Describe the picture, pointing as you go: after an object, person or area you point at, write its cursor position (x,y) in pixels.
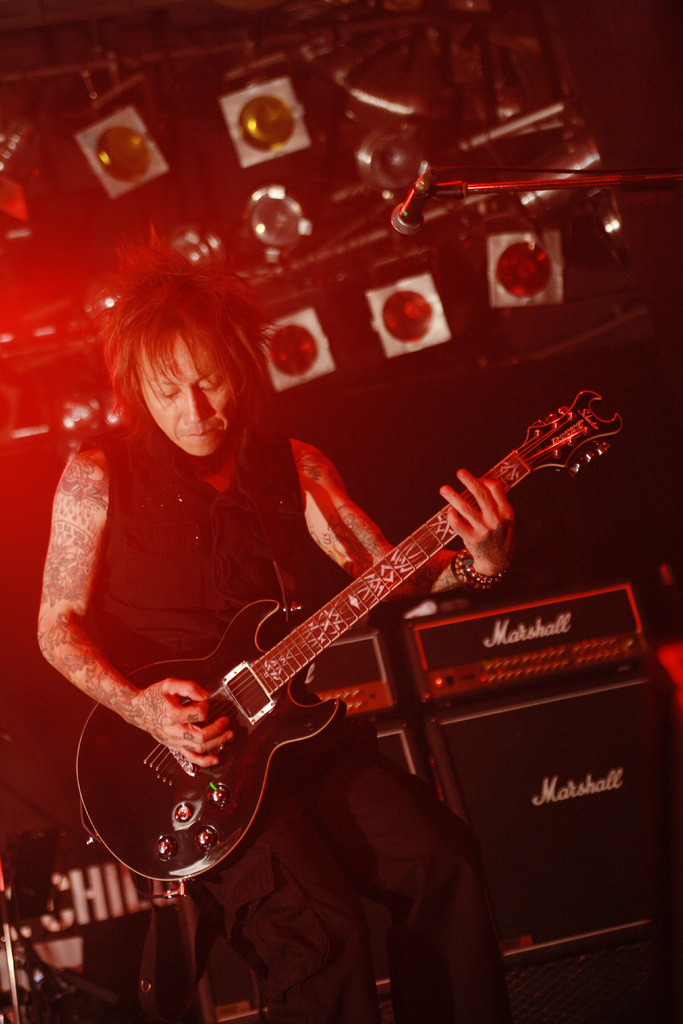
In this image, there is a person (245,511) in front of speakers (560,715) wearing clothes (105,586) and playing a guitar (202,714). There is a mic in the top right of the image (537,182). There are some lights (284,90) at the top of the image (130,126).
